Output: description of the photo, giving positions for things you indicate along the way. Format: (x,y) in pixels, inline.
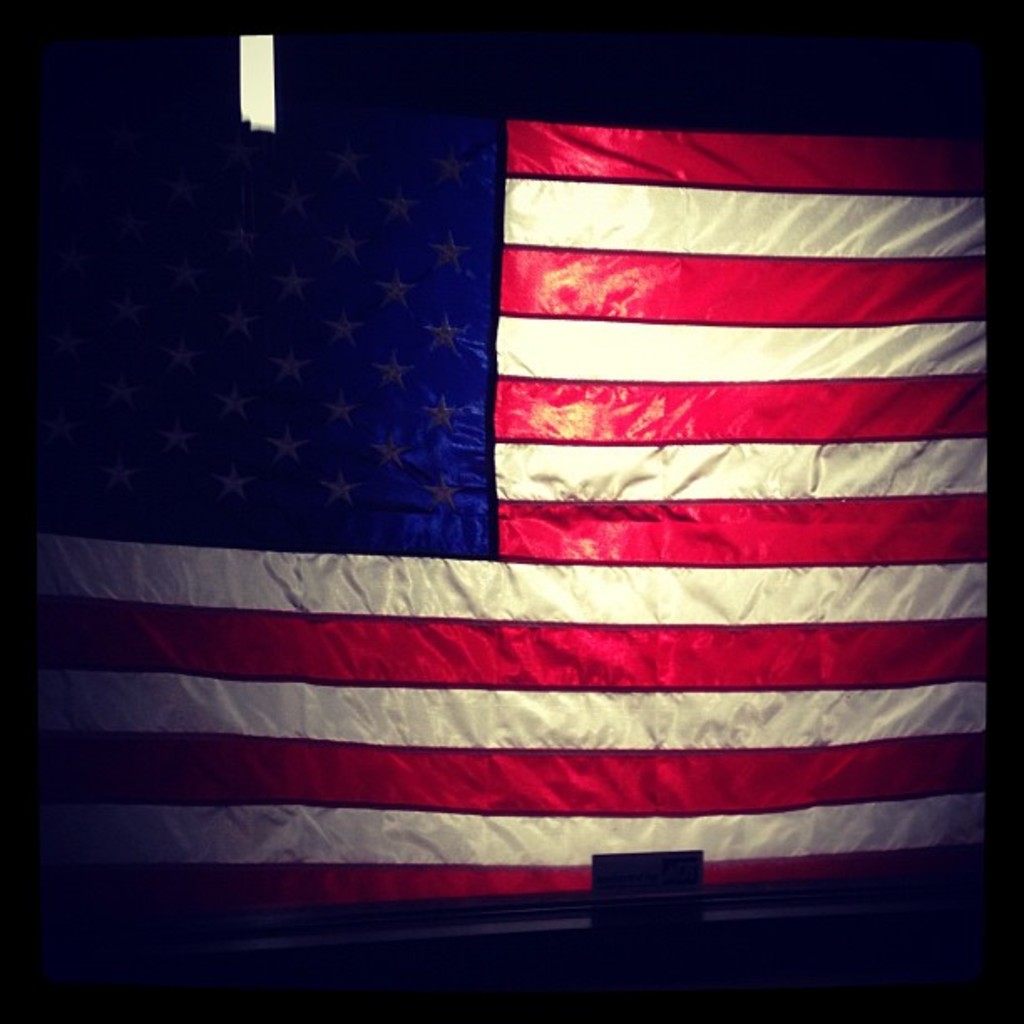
In this image I can see flag of the USA (301,283). I can also see this image is little bit in dark.
